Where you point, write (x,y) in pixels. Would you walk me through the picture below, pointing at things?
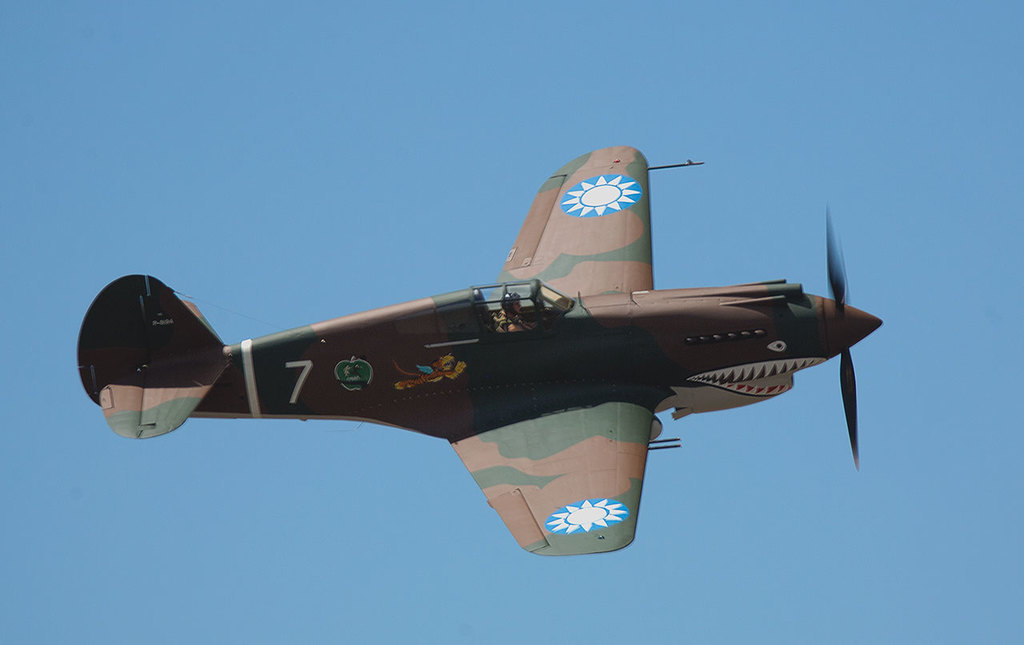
This picture is clicked outside the city. In the center (493,404) there is an aircraft (174,295) flying in the sky (776,432). In the background (183,112) we can see the sky (72,453).
